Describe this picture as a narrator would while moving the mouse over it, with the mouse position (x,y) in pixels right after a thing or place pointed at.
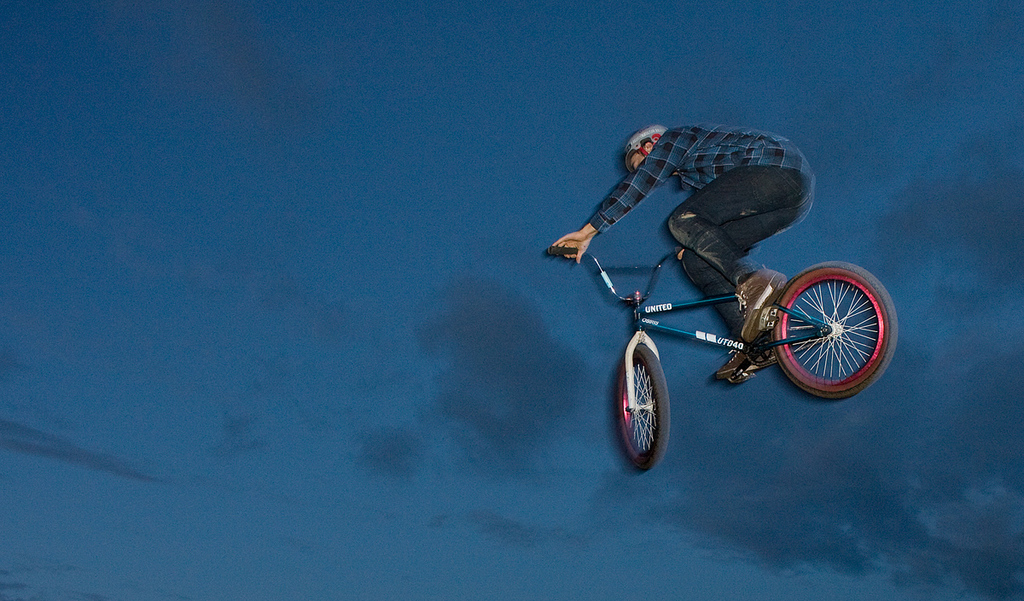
In this picture I can observe a person (660,157) on the bicycle (648,414). He is wearing helmet (658,133). In the background (648,279) I can observe sky (316,275).
